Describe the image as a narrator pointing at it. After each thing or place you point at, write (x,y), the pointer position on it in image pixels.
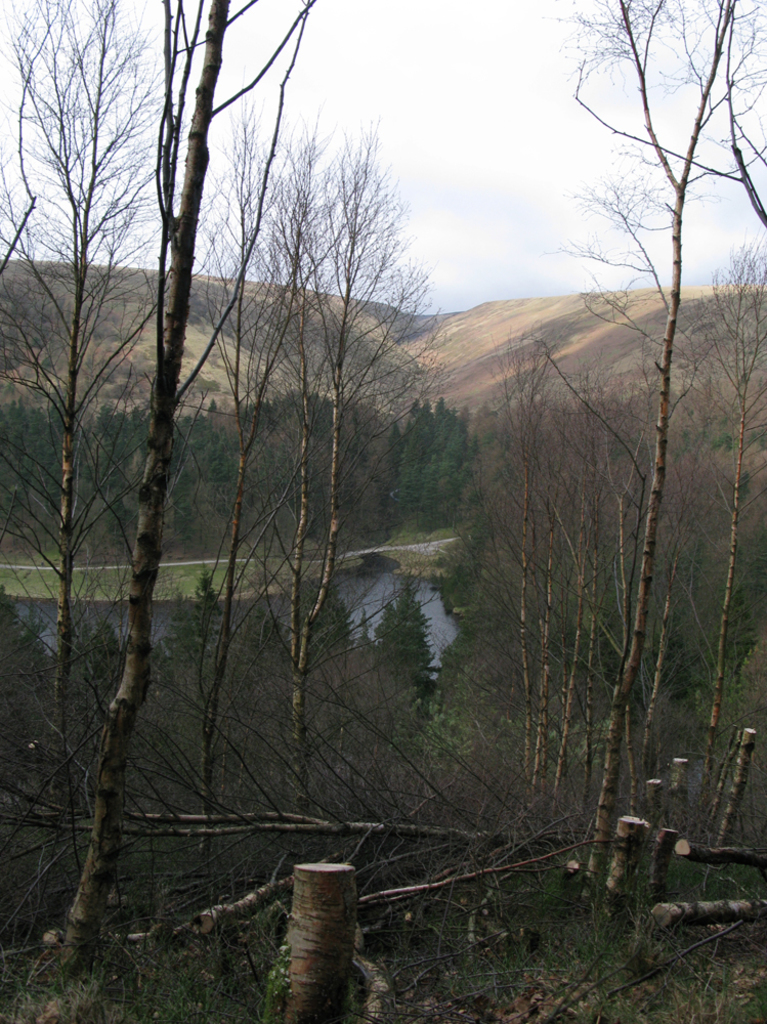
This picture is taken from outside of the city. In this image, we can see some trees (306,493), plants (29,660), water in a lake (372,586), rocks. At the top (371,67), we can see a sky (445,145), at the bottom (665,861), we can see some wood poles (391,893), grass (703,937).
